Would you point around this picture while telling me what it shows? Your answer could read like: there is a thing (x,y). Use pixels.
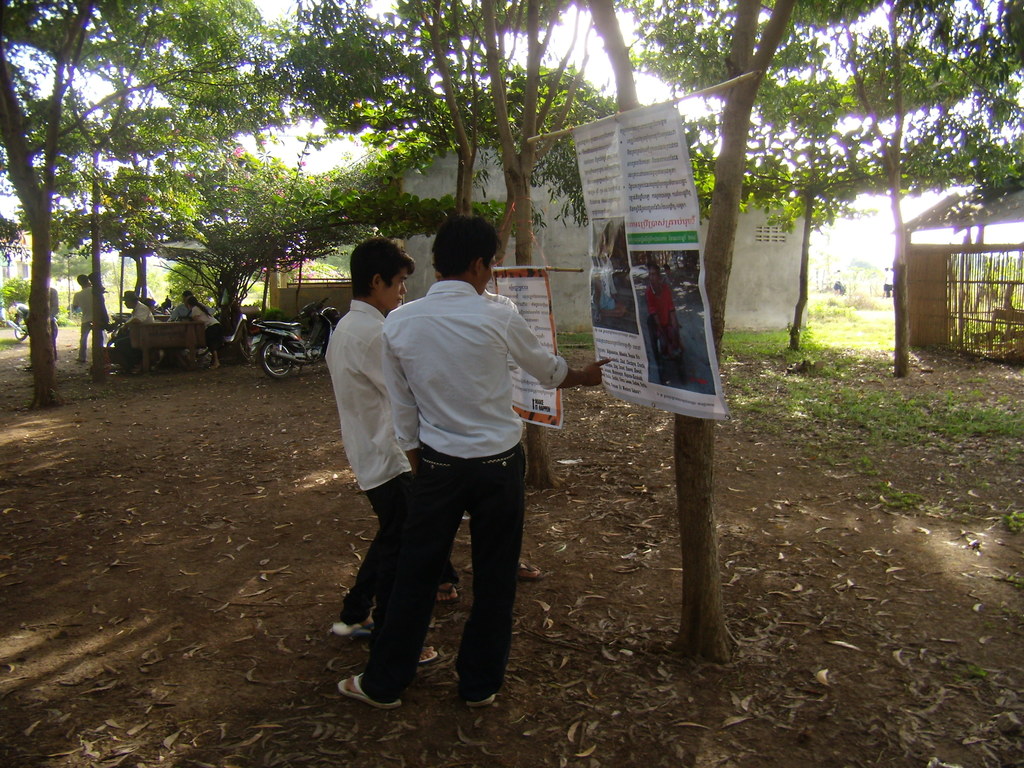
This image consists of two persons (372,469) in the front (462,455) wearing white shirts (444,425) are standing. On the right (693,331), there are poster (603,320). At the bottom (410,702), there are dried leaves (617,690) on the ground (569,700). In the background (25,188), there are trees (25,188) and many persons (80,311) in this image. And there are bikes (251,327). We can see a small house (751,237) and a hut (969,301).
